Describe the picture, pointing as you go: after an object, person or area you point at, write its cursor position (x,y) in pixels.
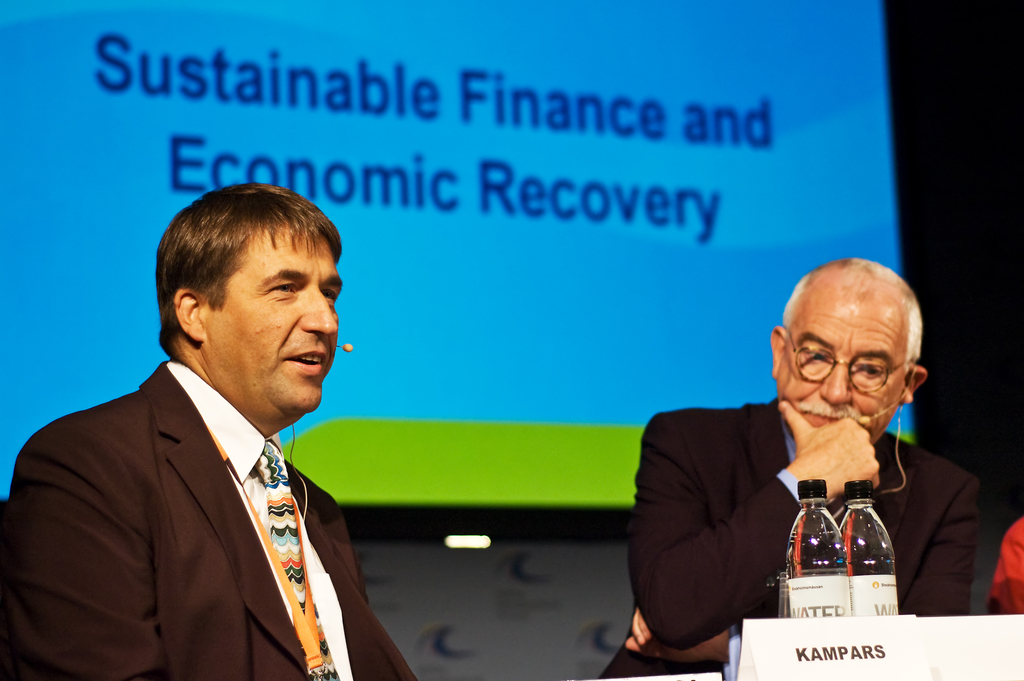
In this image we can see two persons (775,501) there are water bottles (852,545) and a name board (858,654) in front of the person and there is a presentation screen (478,109) in the background (506,259).
